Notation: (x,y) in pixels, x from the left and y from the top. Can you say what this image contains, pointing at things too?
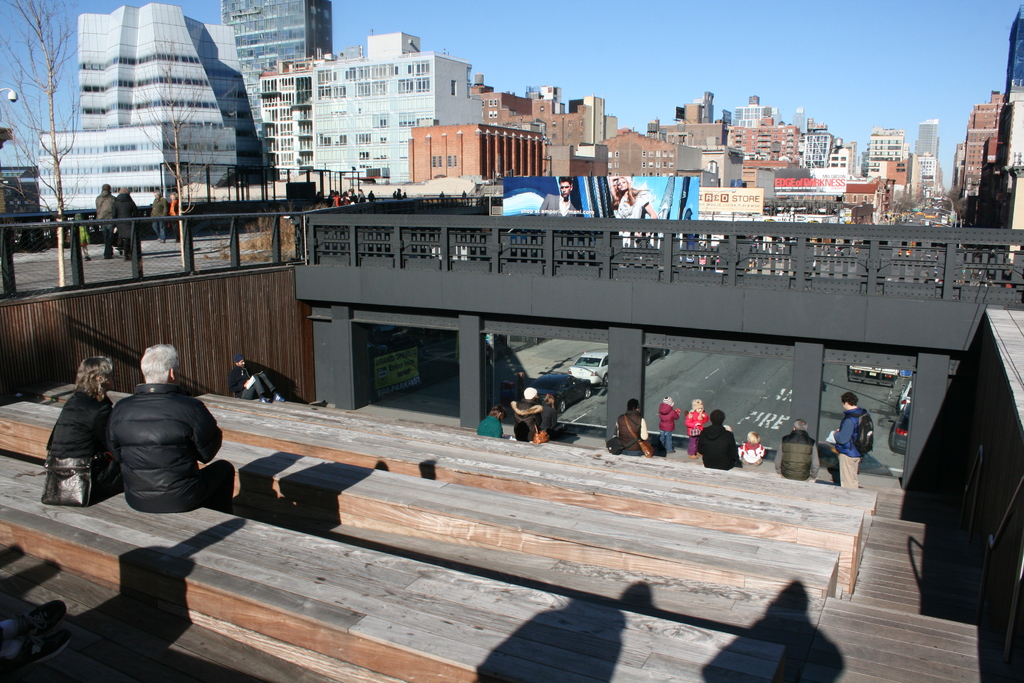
In this image we can see people (806,466) are sitting on the sitting area (359,523). In front of them one boundary (695,259) is there with pillars (614,395). Behind it so many buildings (494,143) are present. Left side of the image (55,178) one fence (4,275) is there, behind the fence (51,257) trees (70,150) are present. The sky (687,55) is in blue color.
